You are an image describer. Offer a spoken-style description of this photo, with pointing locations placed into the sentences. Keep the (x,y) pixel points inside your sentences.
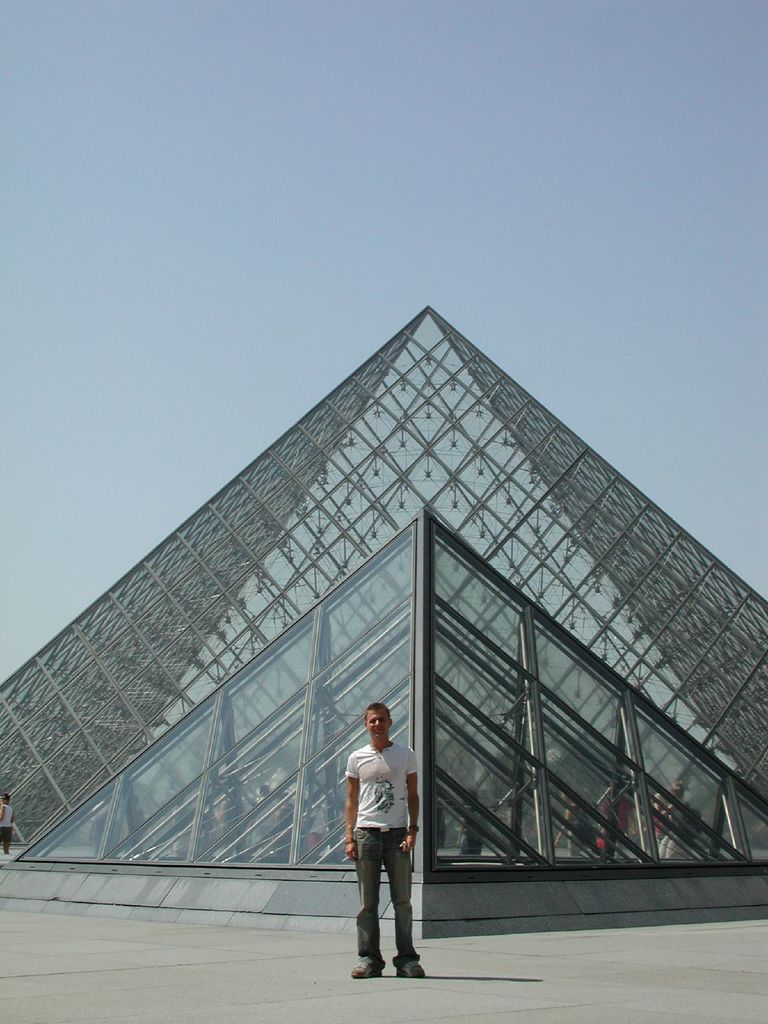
This picture describes about group of people (369,878), in the background (471,558) we can see a pyramid building (430,645).
